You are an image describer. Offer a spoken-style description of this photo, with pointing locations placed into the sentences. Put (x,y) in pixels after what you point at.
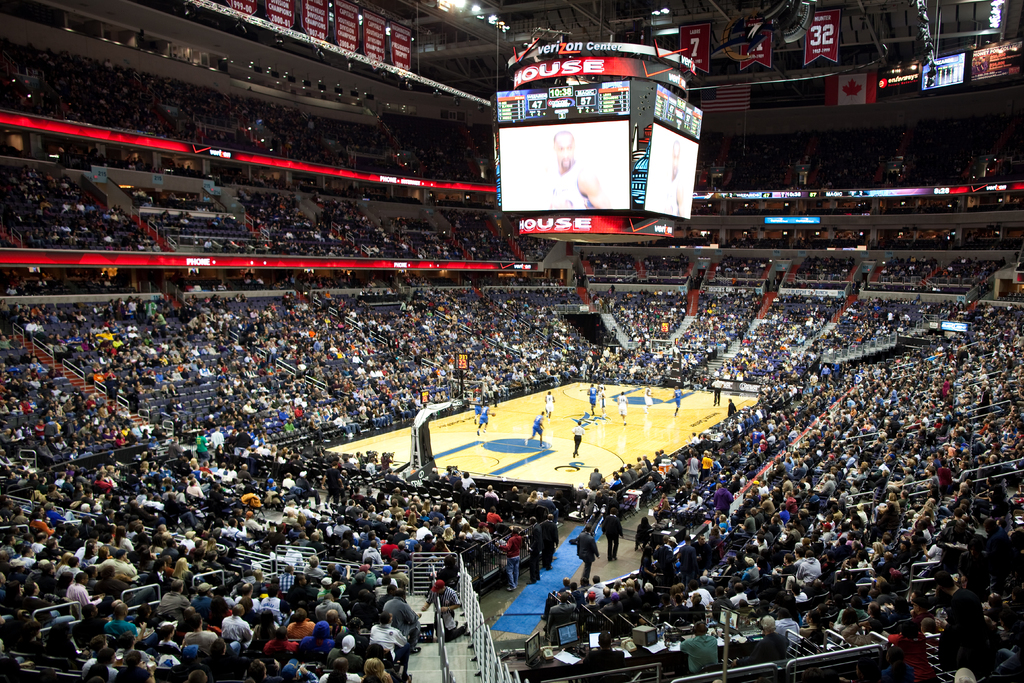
In this picture there is a basketball court (526,415) in the center of the image (636,439) and there are people (46,401) those who are sitting on the chairs (223,236) around the area of the court (391,444) and there is a display board (669,194) at the top side of the image (685,201), there are stairs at the bottom side of the image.
